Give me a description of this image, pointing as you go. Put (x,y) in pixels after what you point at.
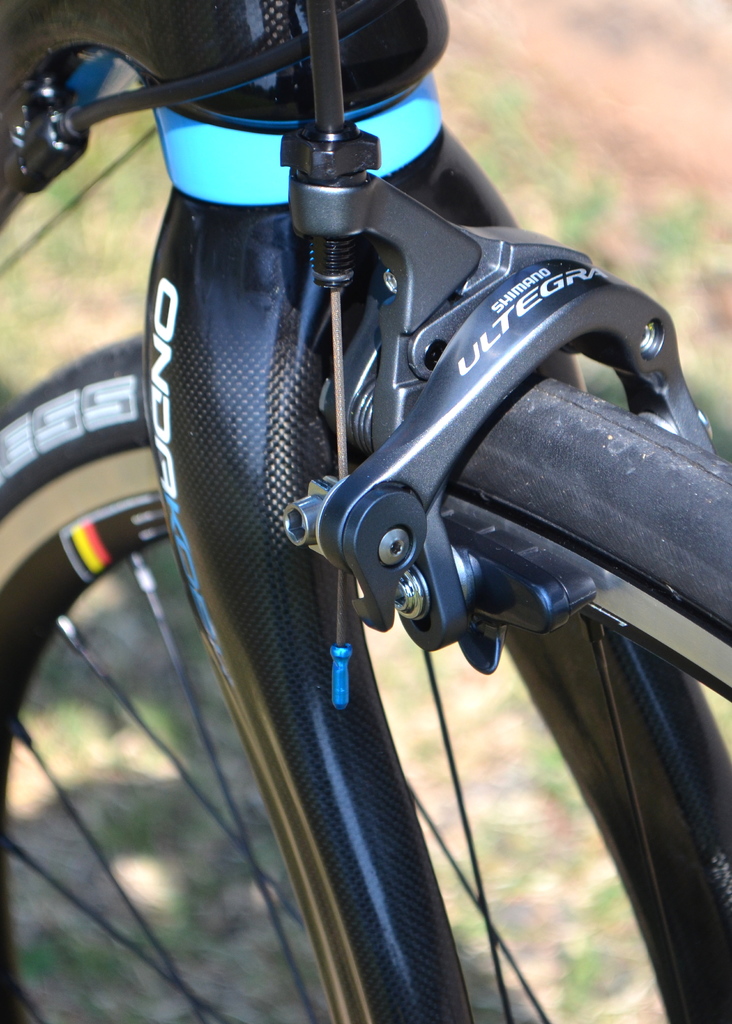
In this image I can see truncated picture of a bicycle (441,405). I can also see something is written on the wheel (130,433) and on the right side of the bicycle (395,304). In the background (149,233) I can see grass ground (139,985) and I can also see this image is little bit blurry in the background (190,865).
